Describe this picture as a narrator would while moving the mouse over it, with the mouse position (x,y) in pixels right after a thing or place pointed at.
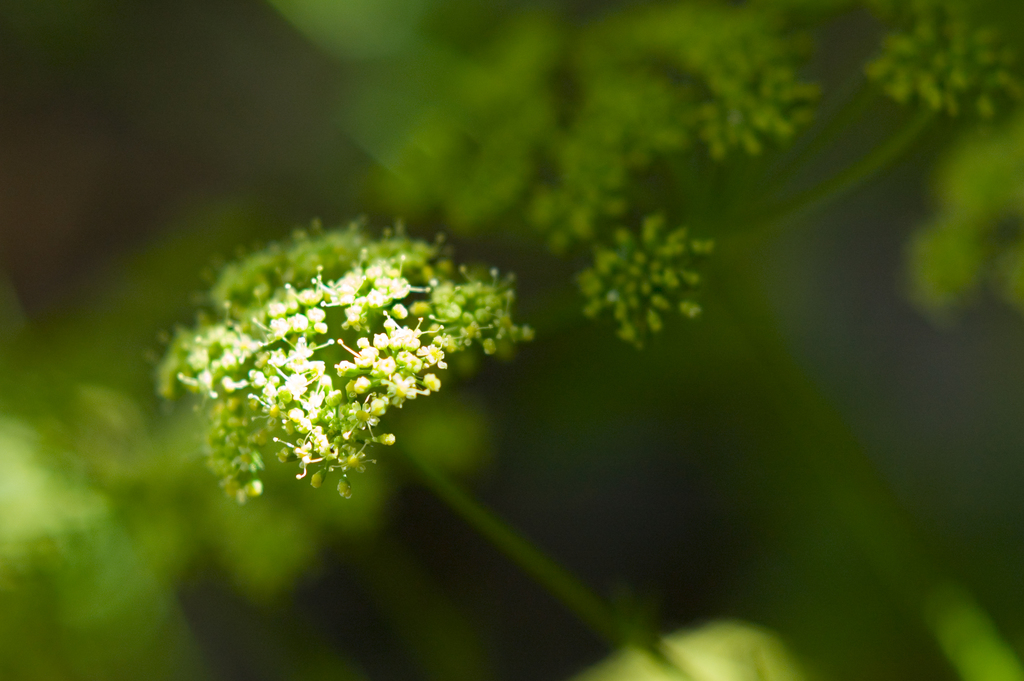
In this we can see the flowers (323,388). In the background (611,547) the image is blur.
